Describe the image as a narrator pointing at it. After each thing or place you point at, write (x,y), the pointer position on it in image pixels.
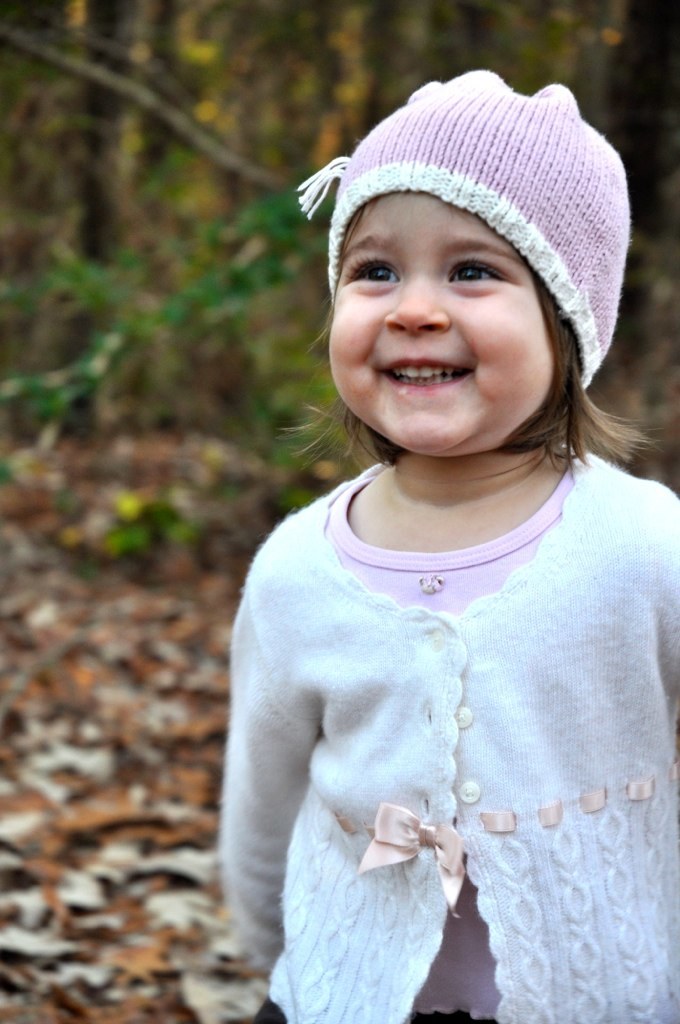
In this image there is a girl (358,535) standing towards the right of the image (492,470), she is wearing a cap (554,131), there are dried leaves (142,778) on the ground (159,768), at the background of the image (520,50) there are trees (219,392).
